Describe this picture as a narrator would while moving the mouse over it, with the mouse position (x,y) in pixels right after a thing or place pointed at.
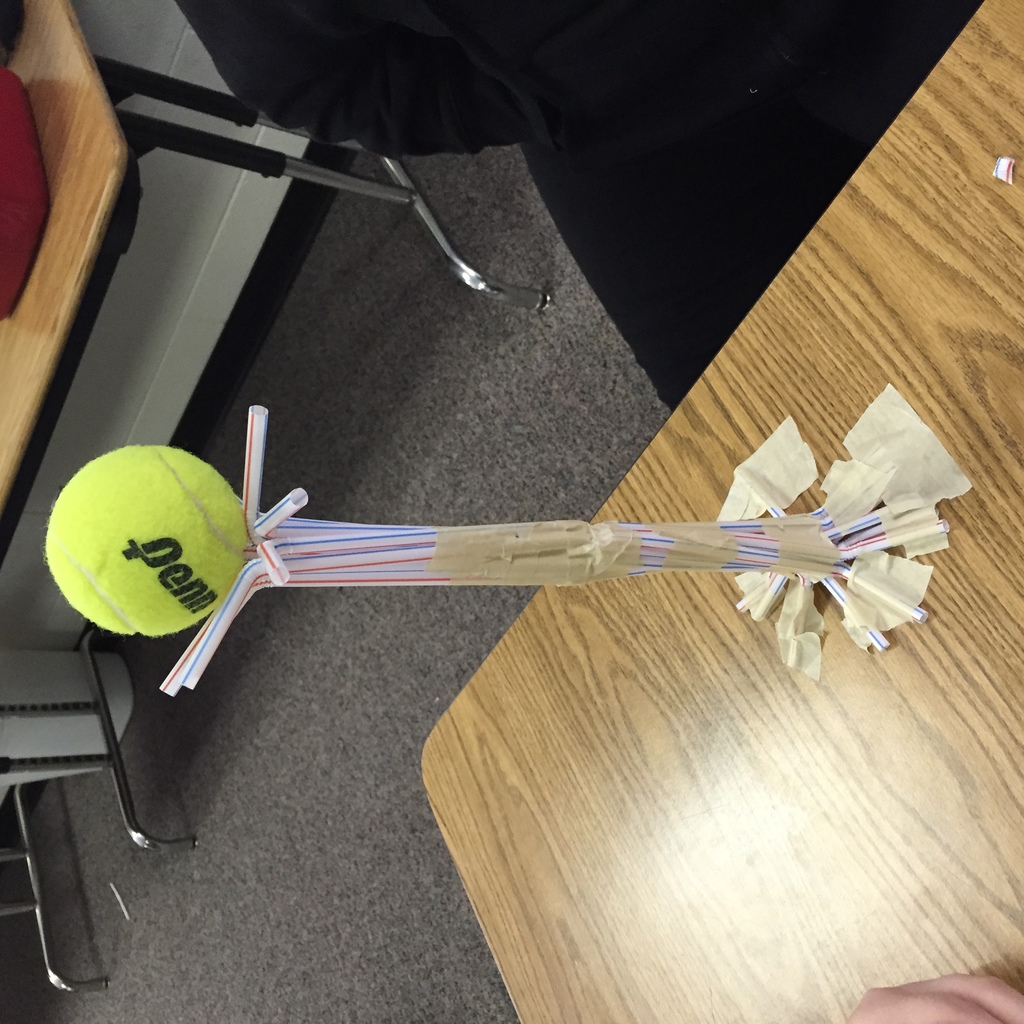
This is a floor (457,392), table (932,611). We can see a ball (158,570) with straws (388,534) and tape (710,553) on the table (730,646).
